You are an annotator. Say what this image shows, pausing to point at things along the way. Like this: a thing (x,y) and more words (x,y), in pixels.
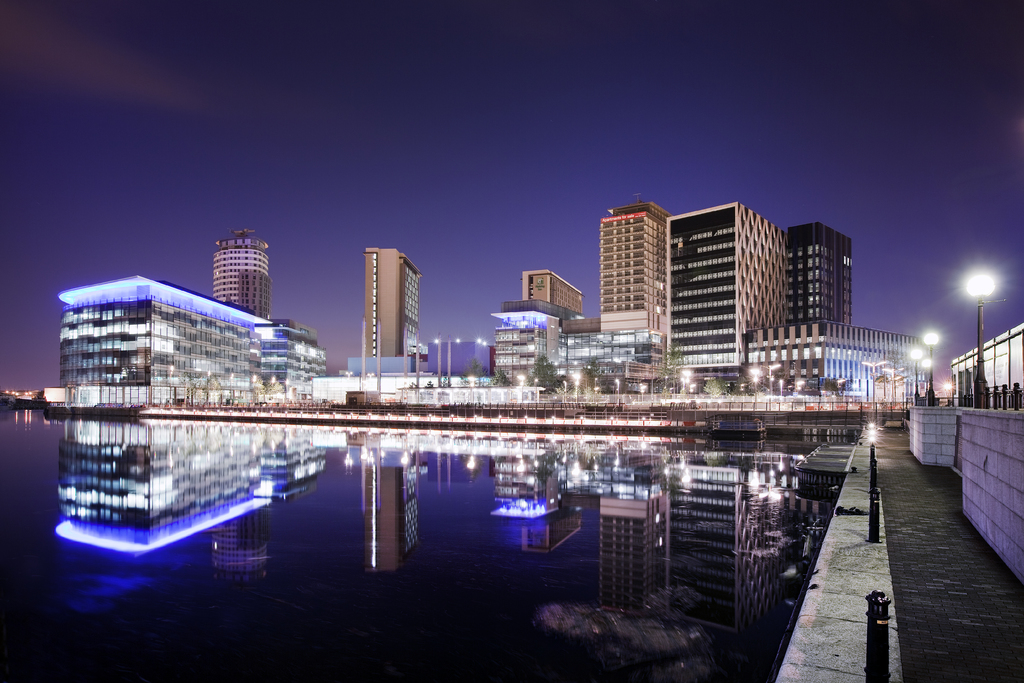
In this image I can see water (462,518) in the front (645,625) and on the right side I can see few poles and few lights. In the background (67,361) I can see number of buildings (673,340), few trees (497,376), few more lights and few poles (577,385).
